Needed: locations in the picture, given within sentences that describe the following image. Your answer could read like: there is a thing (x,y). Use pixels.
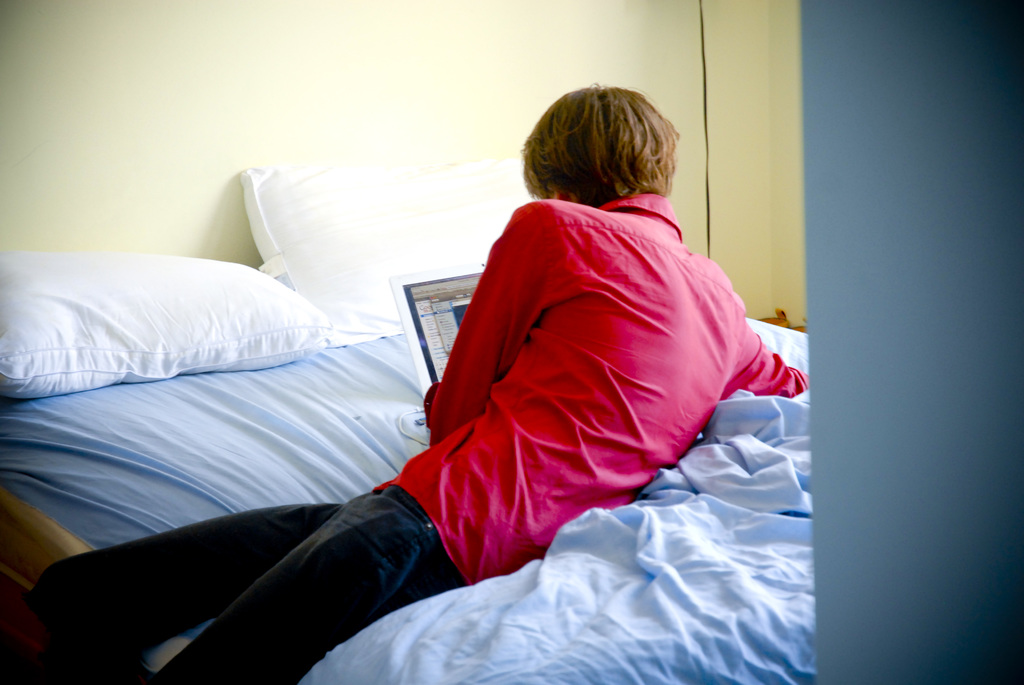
a person (332,515) is sitting on a bed (564,675) wearing a pink shirt (546,361) and a pant (358,538). he is operating a laptop (452,282). on the bed (268,371) there are 2 white pillows (365,246) and blue bed sheet (560,658). behind that there is a wall (332,52) which is cream in color.
